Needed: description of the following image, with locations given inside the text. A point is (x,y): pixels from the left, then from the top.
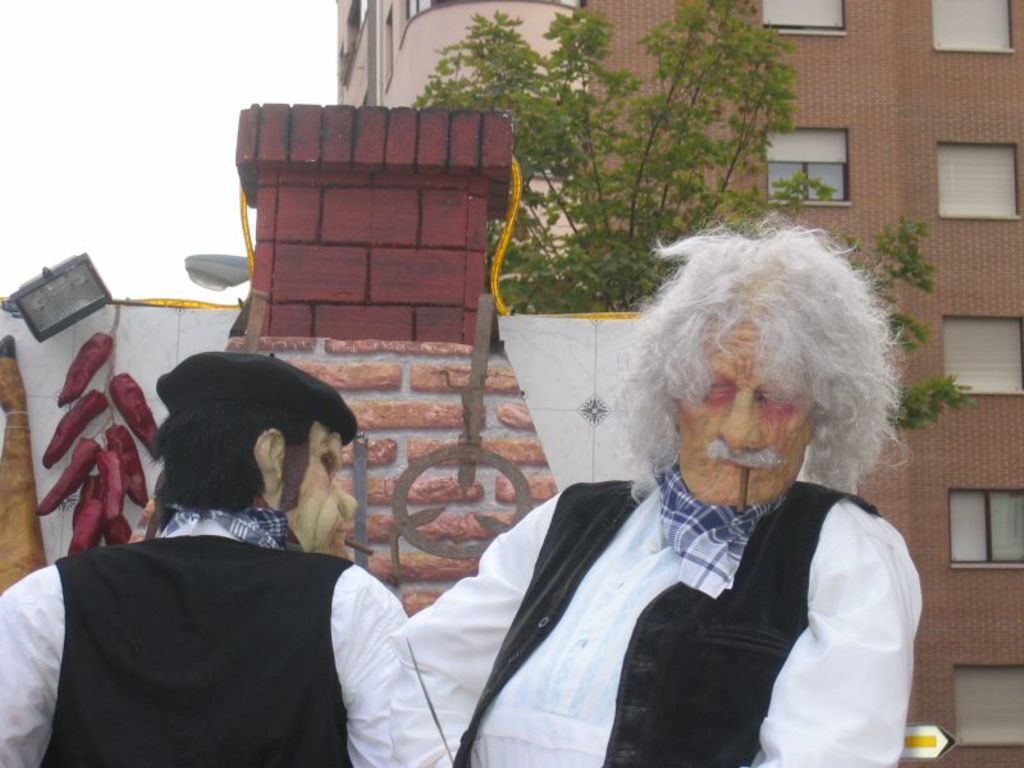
In this image there are two persons (451,611) standing. They are wearing costumes (680,444). Behind them there is a wall (400,454). To the left (101,452) there are a few objects (136,420) and a light (71,319) on the wall (95,431). In the background (638,47) there is a building (612,9). There is a tree (619,162) in front of the building (631,4). In the top left (81,110) there is the sky (113,128).
